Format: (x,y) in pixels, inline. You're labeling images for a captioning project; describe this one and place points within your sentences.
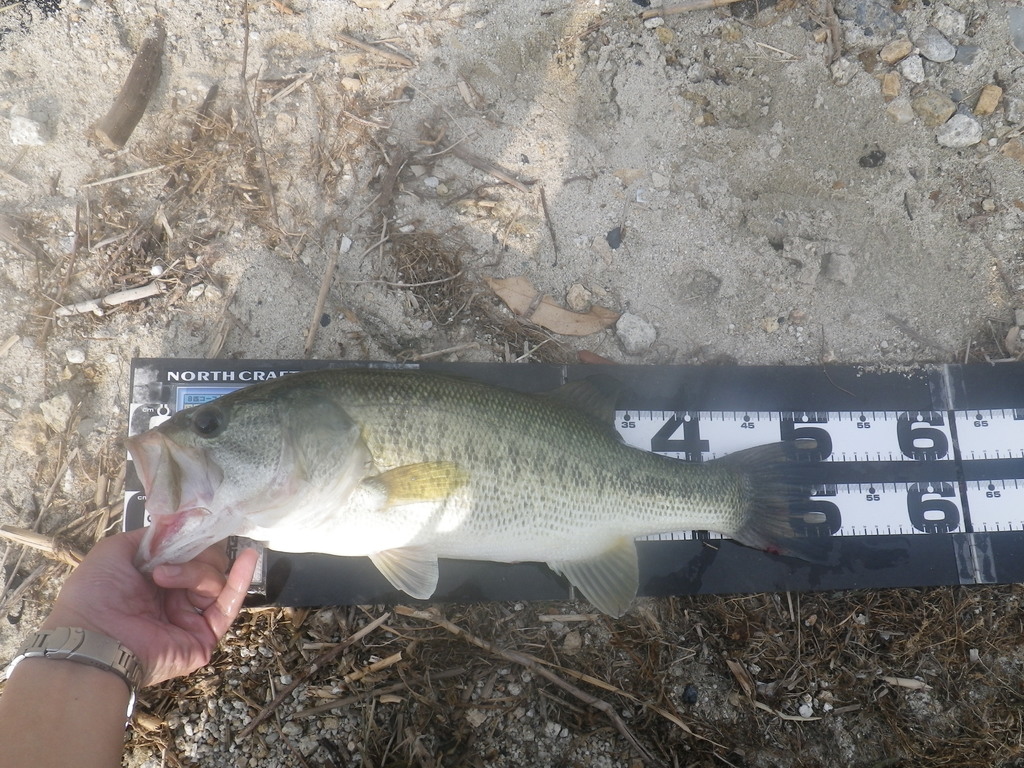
We can see a person hand (147,639) holding a fish (406,523), under the fish (438,495) we can see scale (946,532) and we can see stones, sand (1017,86) and sticks (331,657).
